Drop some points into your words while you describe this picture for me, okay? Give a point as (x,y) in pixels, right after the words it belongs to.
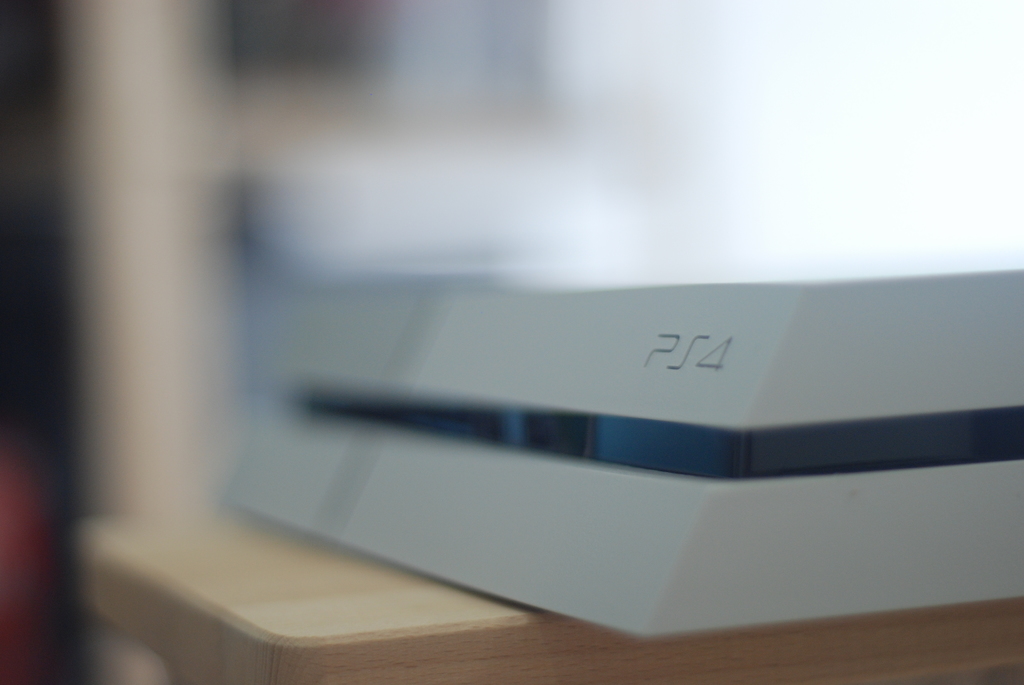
In the picture we can see a wooden plank (430,608) on it we can see some material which is white in color and in the middle (640,453) we can see a black color line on it.
